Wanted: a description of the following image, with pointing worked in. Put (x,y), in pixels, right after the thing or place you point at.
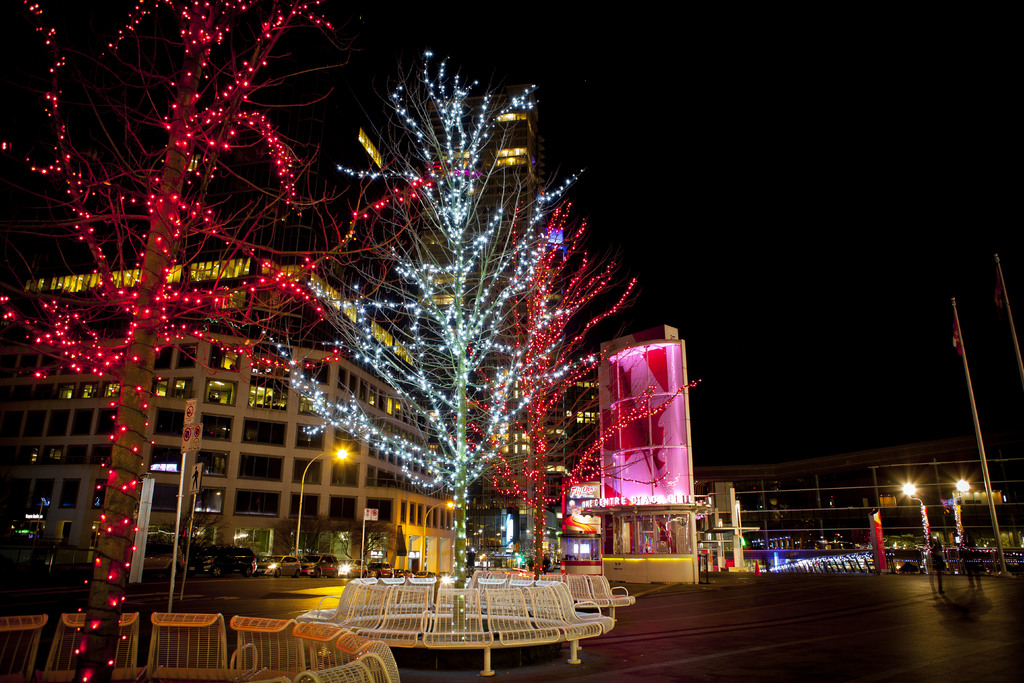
At the bottom of the picture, we see the trees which are decorated with the lights (448,418). We see the chairs (182,619) are arranged around the trees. At the bottom (730,619), we see the road (806,643). On the right side (938,573), we see two people (940,592) are standing. Beside them, we see the flag poles (965,356) and a pole (877,528) in red color. We even see the lights (863,561). In the background (158,479), we see the buildings (519,534) and lights (558,515). At the top (726,180), it is black in color. This picture is clicked in the dark.
